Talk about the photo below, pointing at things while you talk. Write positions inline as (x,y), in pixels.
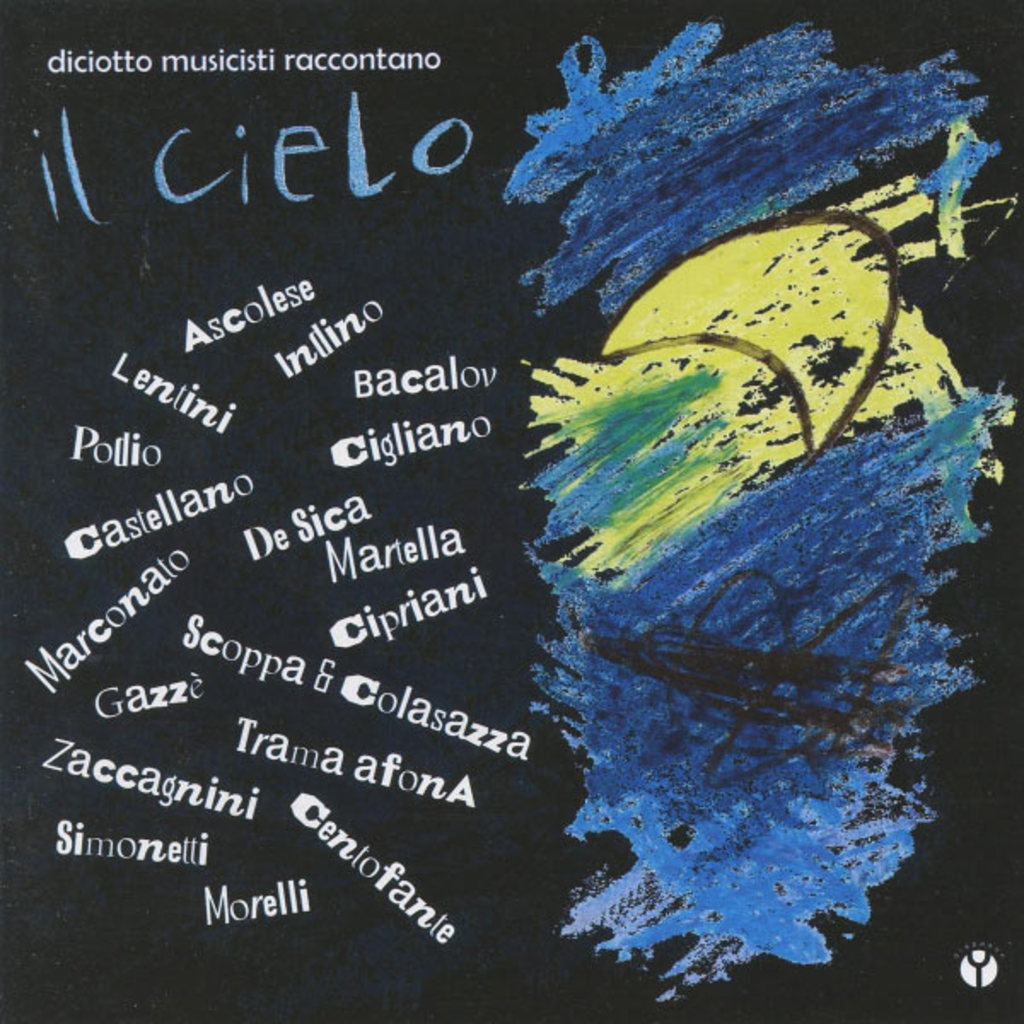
This is an edited image in which there is some text (368,453) and there is a painting (818,417) which is blue and yellow in colour.
